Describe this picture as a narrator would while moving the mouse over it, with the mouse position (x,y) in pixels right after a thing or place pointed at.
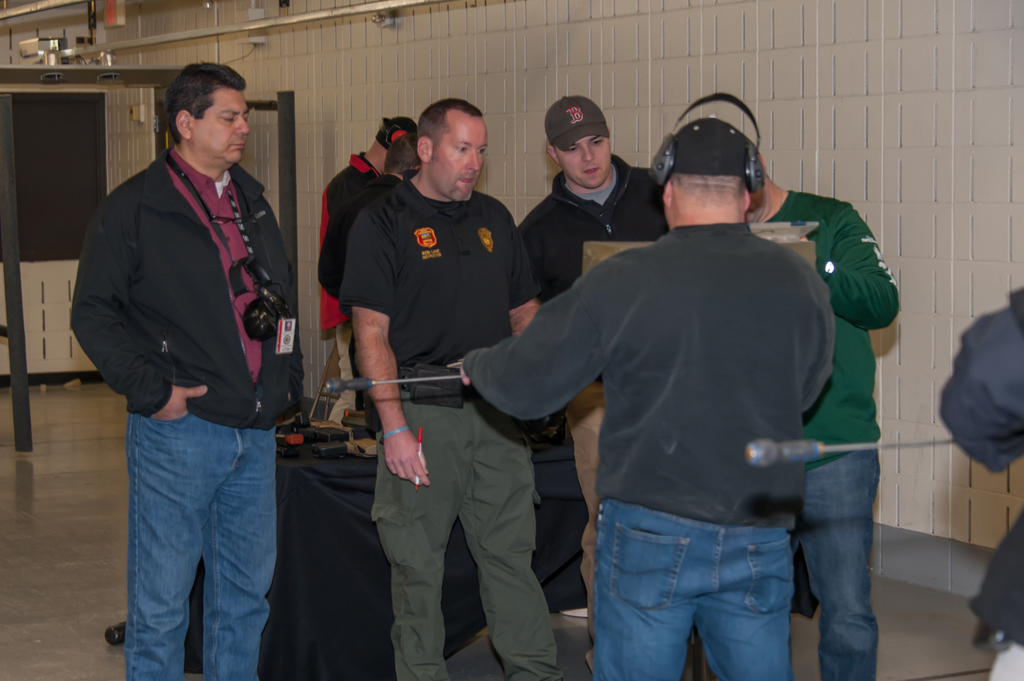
In front of the image there are two people (628,595) holding some objects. In front of them there are a few other people (441,177) standing on the floor (905,666). There is a table (289,510). On top of it there are some objects (341,436). In the background of the image (422,99) there is a wall (438,67). There are metal rods (258,104).
